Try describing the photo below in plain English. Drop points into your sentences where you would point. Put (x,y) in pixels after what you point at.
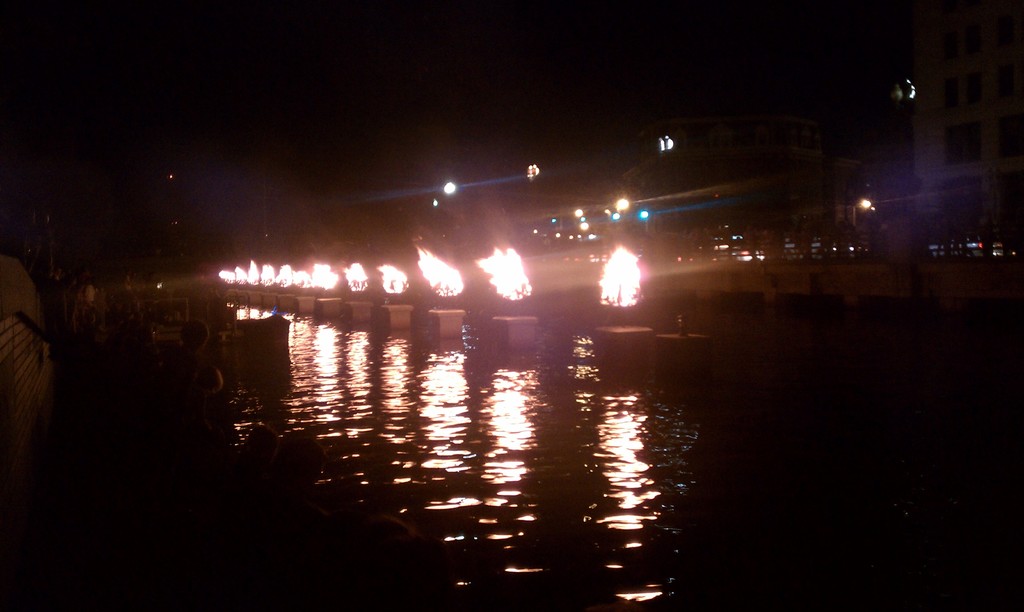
In this picture there is water (533,405) and there are few objects (328,299) which has fire (498,276) on it is in between the water (469,320) and there are few people (183,333) in the left corner (155,421) and there are few lights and a bridge (574,265) in the background (646,212).
